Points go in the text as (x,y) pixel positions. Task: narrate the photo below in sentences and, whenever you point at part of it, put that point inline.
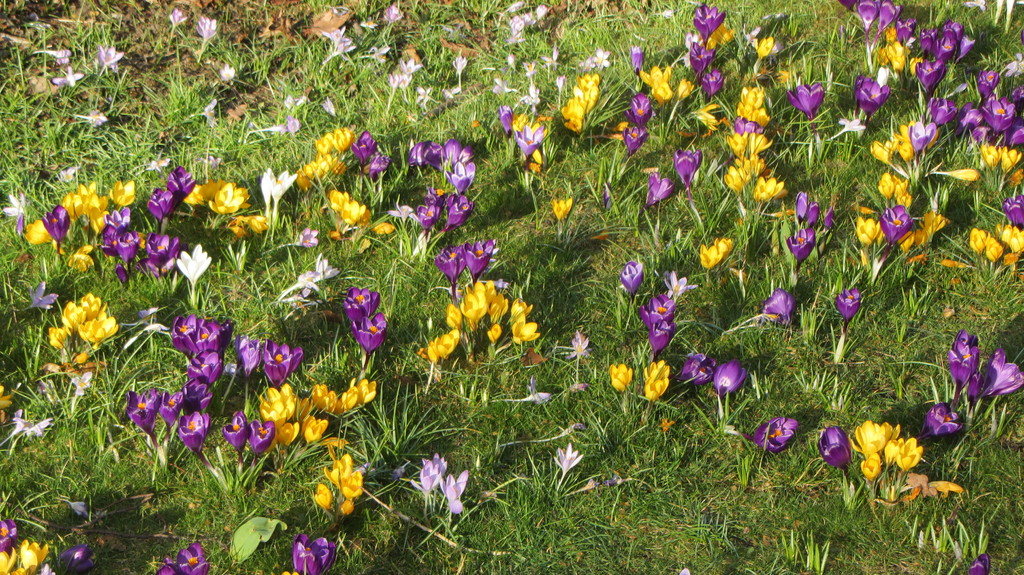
In this image I can see flower plants (402,219). These flowers (685,167) are in purple, yellow and other different colors.
